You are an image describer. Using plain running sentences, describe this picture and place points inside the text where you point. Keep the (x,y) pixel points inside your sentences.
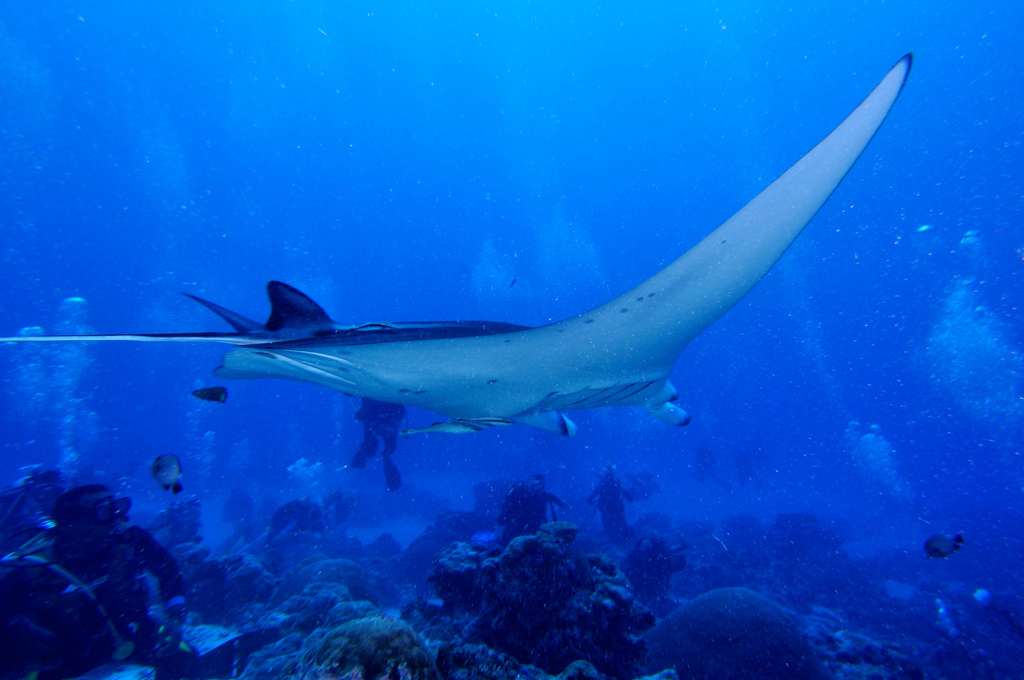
This picture describes about underwater environment (433,284), in this we can find fishes (375,365), in the bottom left hand corner (113,533) we can see a person (126,572).
